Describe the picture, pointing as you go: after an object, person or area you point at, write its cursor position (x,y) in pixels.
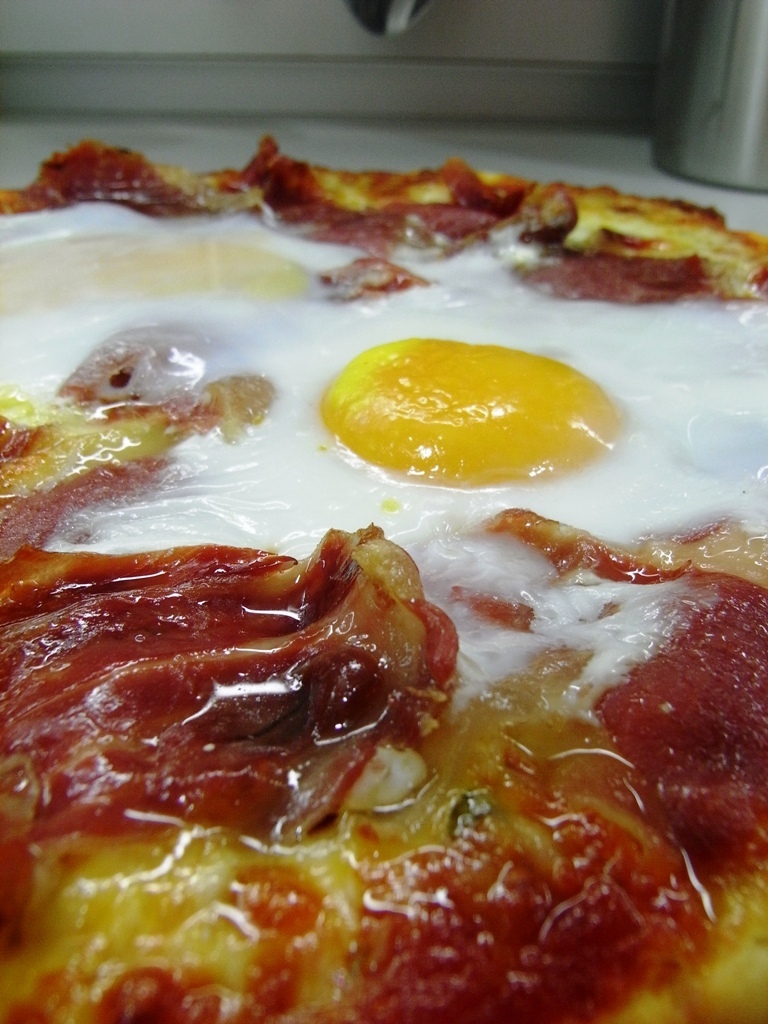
In the foreground of the picture (367,441) there is a food item (652,732) looking like a pizza (374,290). At the top (382,9) there is a steel object (720,101).
